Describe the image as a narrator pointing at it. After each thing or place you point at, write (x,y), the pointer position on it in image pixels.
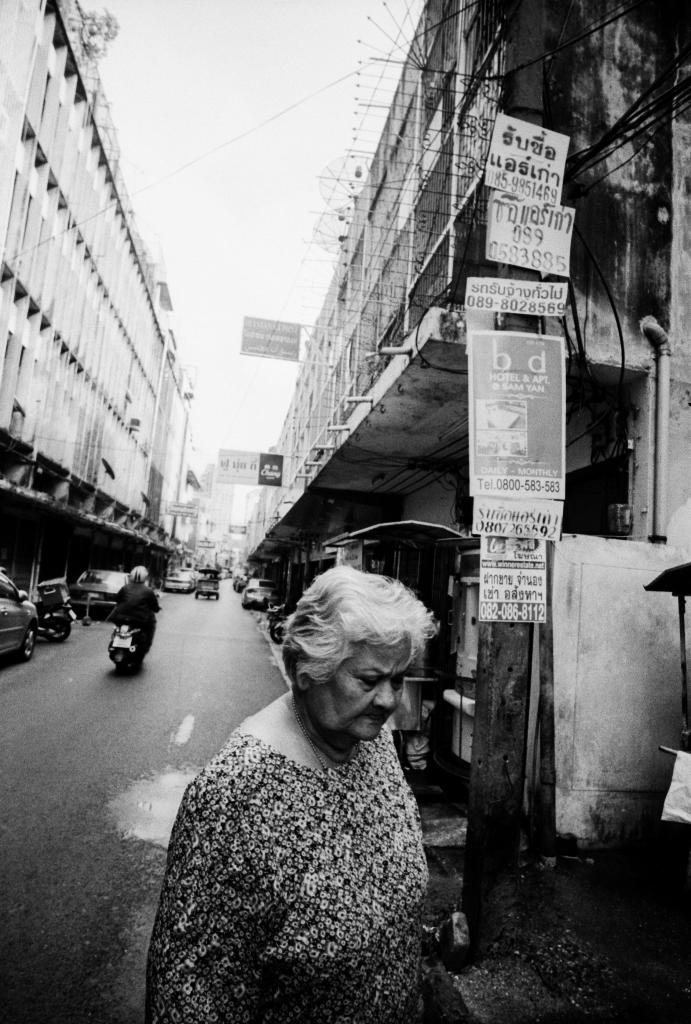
There is one women (373,870) present at the bottom of this image (319,906). We can see the buildings (284,478) in the background (334,499). There are cars (109,584) and a person (143,618) on a bike (112,636) is in the middle of this image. The sky (312,122) is at the top of this image (284,147).
